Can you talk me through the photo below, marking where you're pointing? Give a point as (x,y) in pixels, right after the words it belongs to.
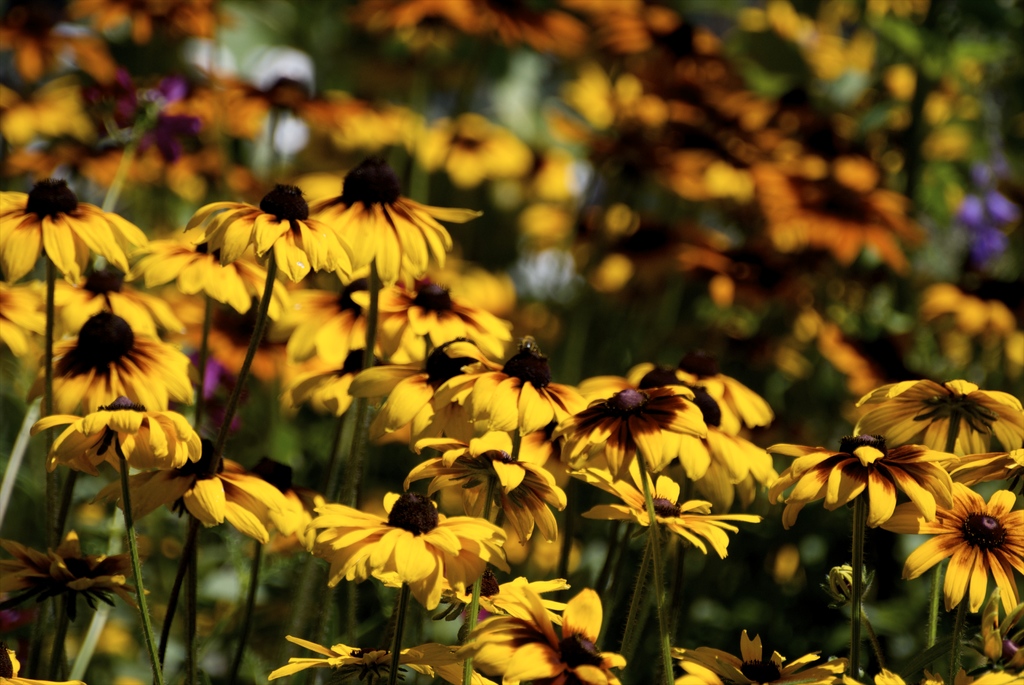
In this image, there are some flowers (333,267) colored yellow. In background (775,277), image is blurred.
